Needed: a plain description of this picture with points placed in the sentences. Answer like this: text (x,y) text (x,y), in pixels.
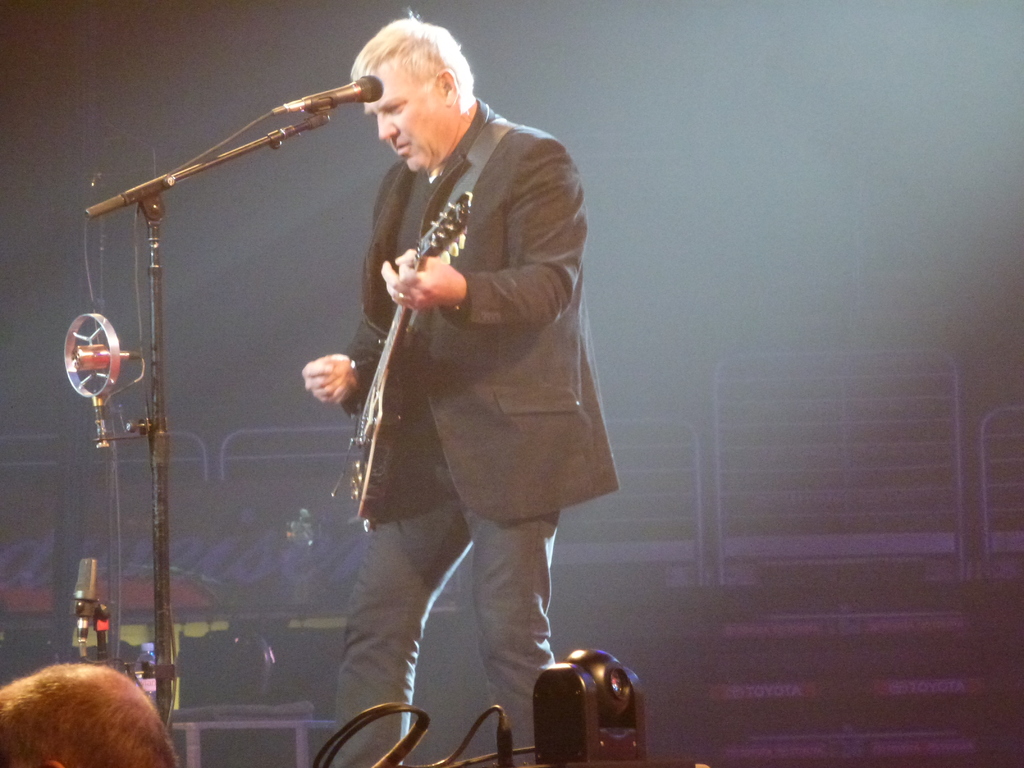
In this image we can see a man (418,350) playing the guitar (466,206) and standing in front of the mike stand (154,364). In the background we can see the fence (787,496). In the bottom left corner (93,677) we can see some person's head (94,730). We can also see the wires (488,756) and decor lights (578,700).
